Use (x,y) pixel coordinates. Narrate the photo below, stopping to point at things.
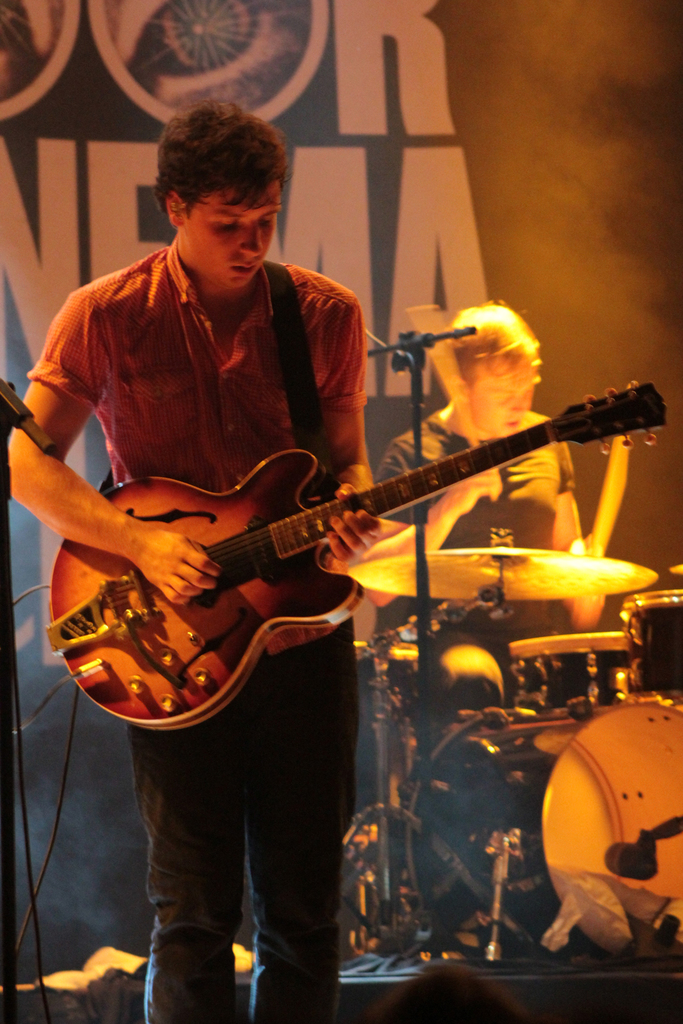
This man (224,454) wore shirt (100,406) and playing guitar (154,611). Far this person (509,484) is holding sticks (602,507) and playing these musical instruments (530,689).
